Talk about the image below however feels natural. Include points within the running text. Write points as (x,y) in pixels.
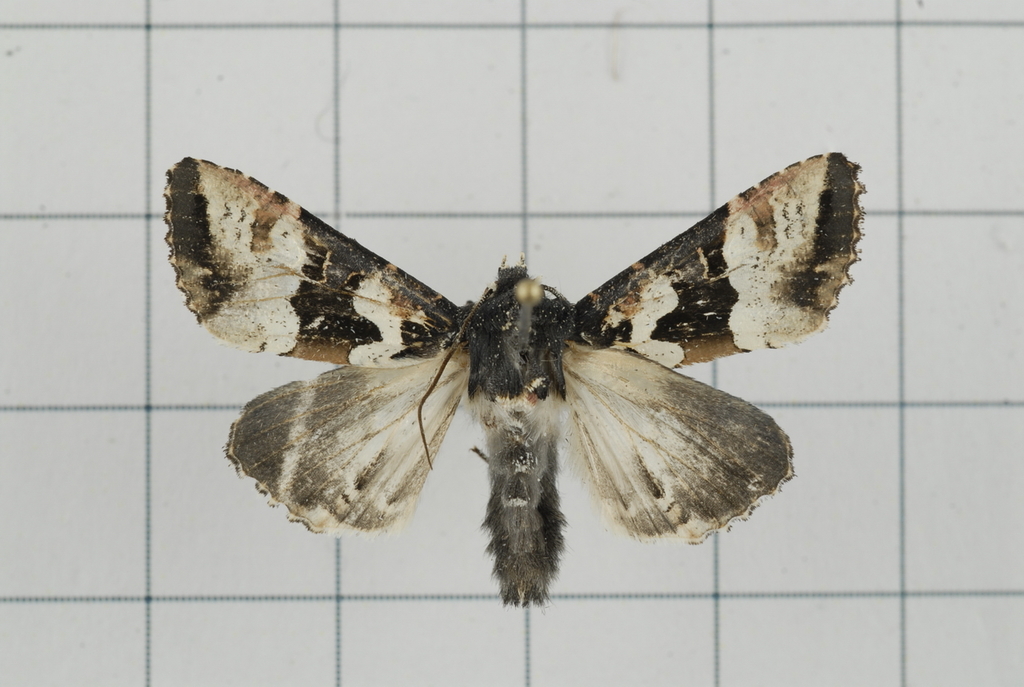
In this image there is an insect (494,383) in the front (480,378). In the background (134,201) there is a wall (168,251).
